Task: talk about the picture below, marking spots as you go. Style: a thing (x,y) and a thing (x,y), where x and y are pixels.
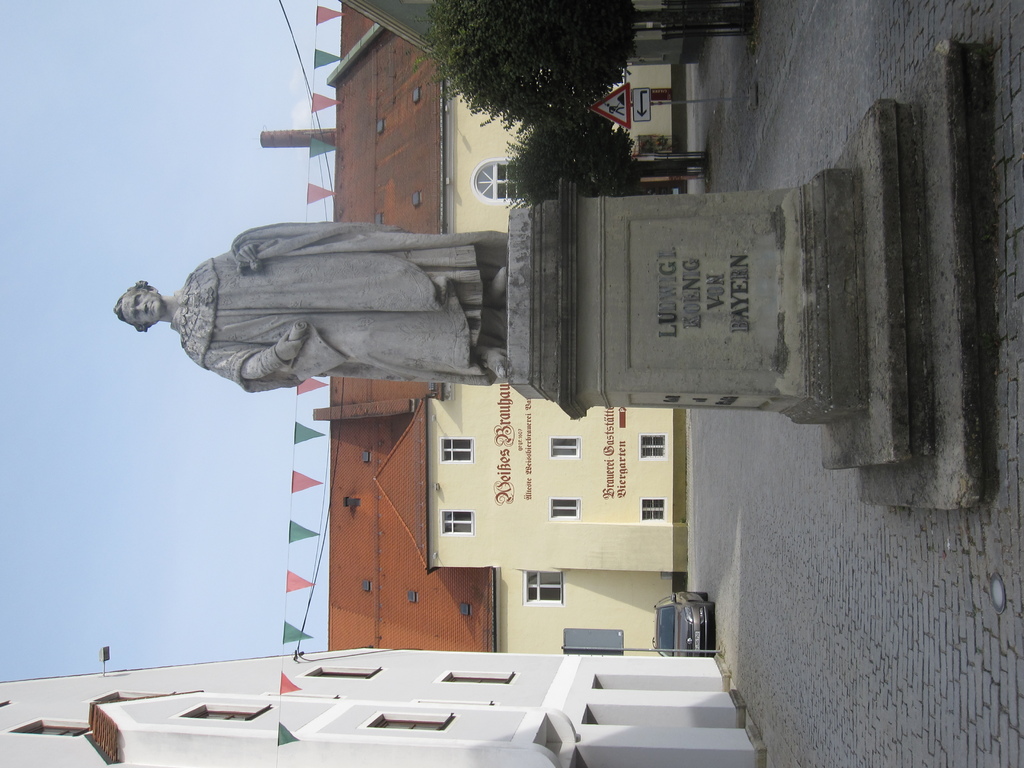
In the middle of the picture (555,387), we see the statue (236,321). At the bottom (511,667), we see the building (417,710) in white color. Beside that, we see a pole (626,646) and a car (660,632) parked on the road (843,671). At the top (586,184), we see trees (588,82) and a board (625,108) in white and red color. Behind the statue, we see a building (506,499) in yellow color with a brown color roof (360,515). We even see the flags (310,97) in green and red color. On the left side (182,245), we see the sky (16,352).
